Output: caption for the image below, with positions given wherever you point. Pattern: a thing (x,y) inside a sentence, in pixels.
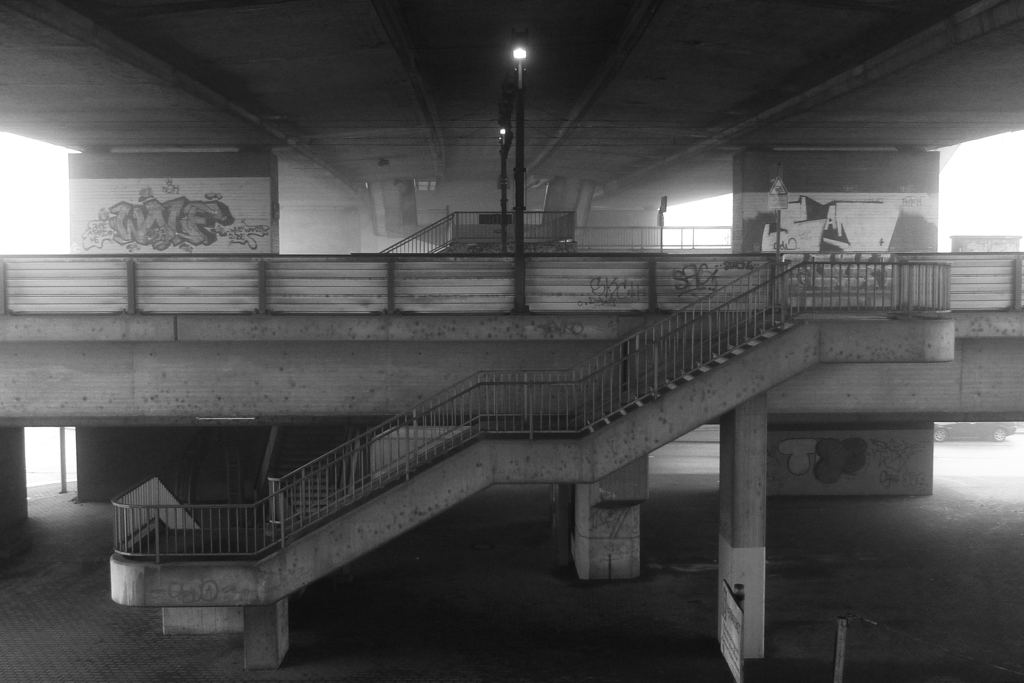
This is a black and white image. There are stairs (613,451) in this image. There are lights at the top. There are pillars (596,506) at the bottom (628,514).
